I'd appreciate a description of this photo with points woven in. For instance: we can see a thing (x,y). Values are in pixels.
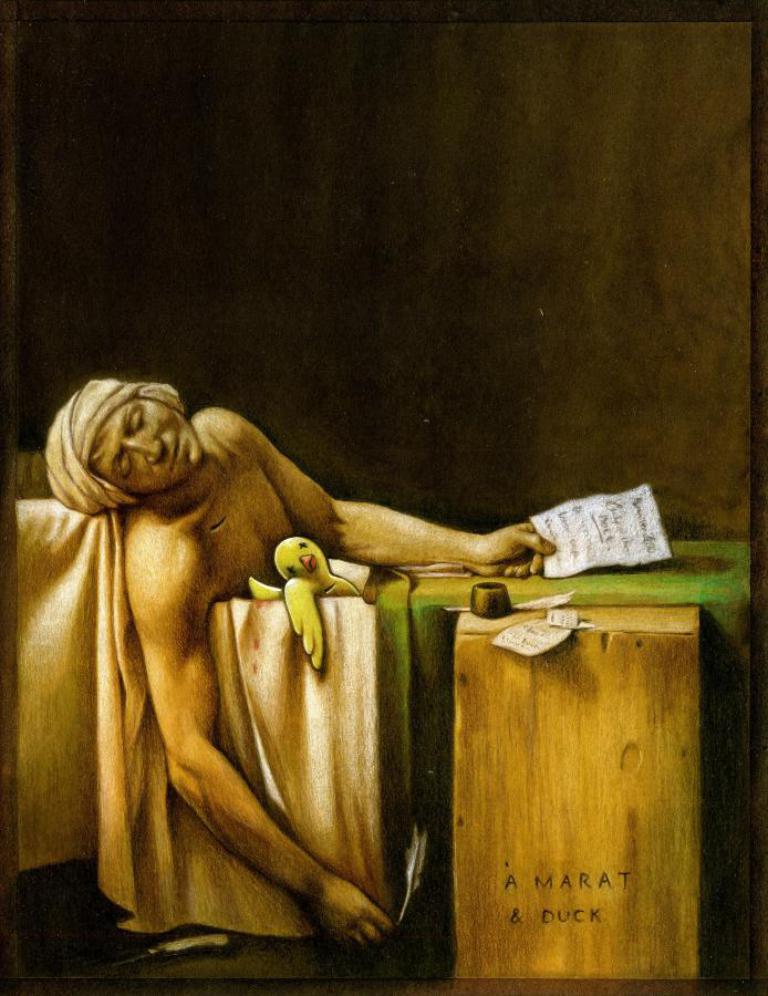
The image looks like an edited image. In the center of the image (303,553) we can see a person (271,521), duck (306,581), cloth (585,581) in a bath tub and there are paper (585,553), desk (548,674), feathers (409,877) and other objects (513,605). At the top (308,129) it is dark.
